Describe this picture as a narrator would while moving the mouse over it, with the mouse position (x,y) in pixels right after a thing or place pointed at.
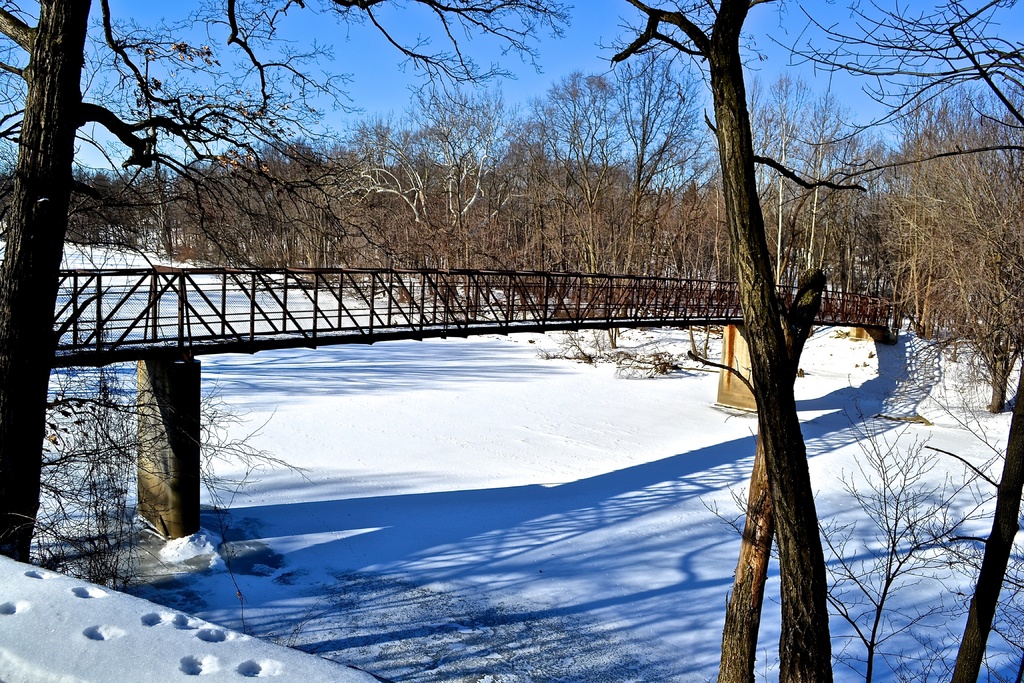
In this image there is snow (494,540) at the bottom (533,548). There are dry trees (58,84) on the left (5,478) and right corner (962,655). And it looks like a bridge (164,369) in the foreground (140,350). There are dry trees (506,246) in the background (521,199). And there is sky (805,37) at the top (696,86).
